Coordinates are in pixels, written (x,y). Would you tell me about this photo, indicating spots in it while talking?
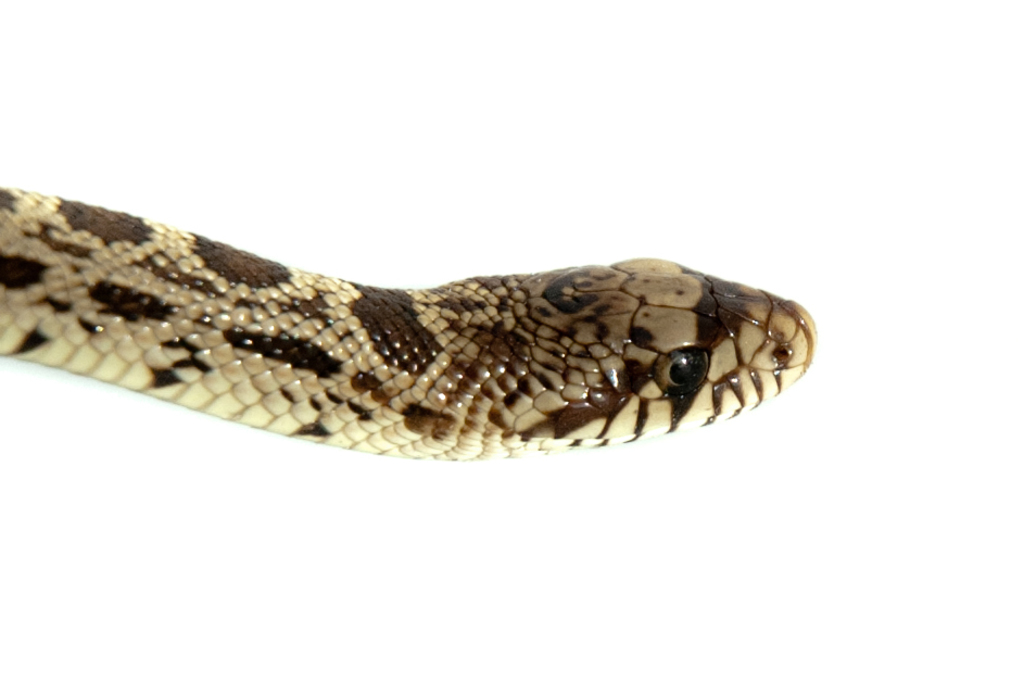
In the center of this picture (485,410) we can see a snake (366,332). The background of the image (621,167) is white in color.
